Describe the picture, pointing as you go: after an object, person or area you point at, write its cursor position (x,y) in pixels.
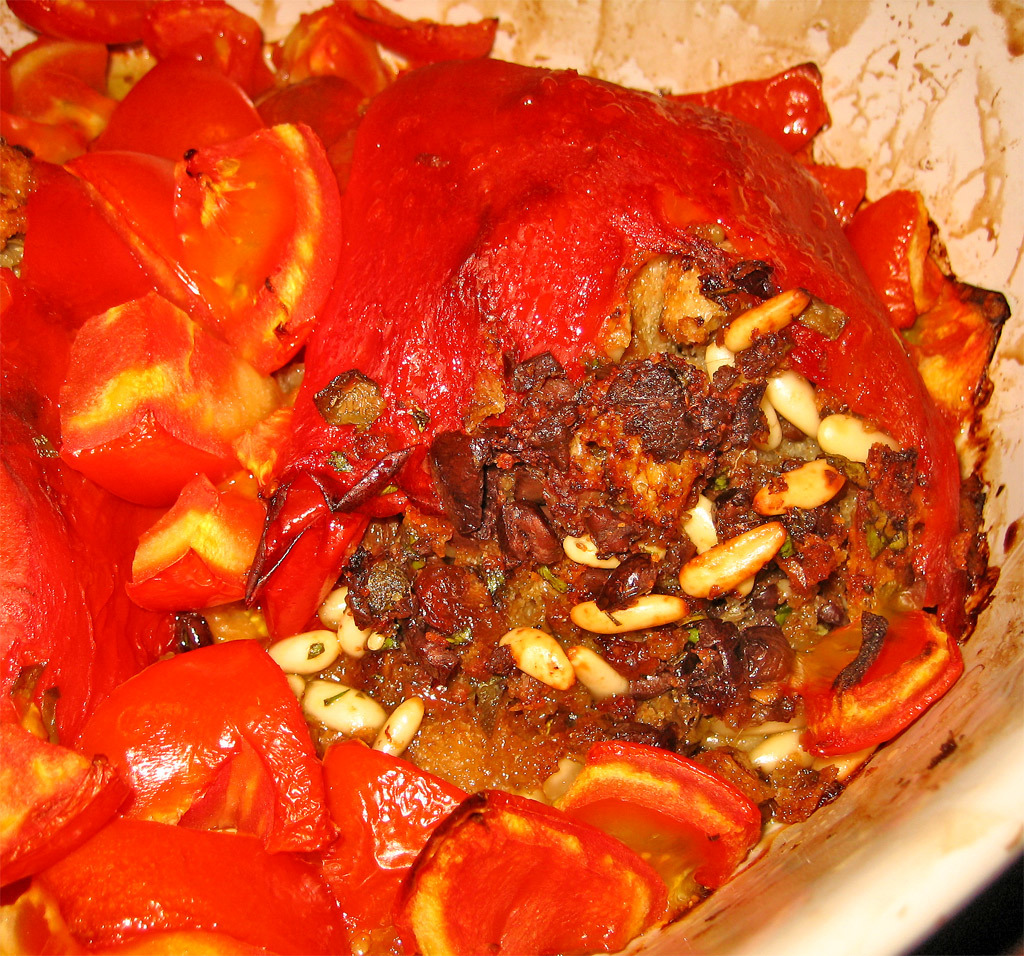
In this image we can see a food item (674,742) in a white color bowl (903,800).
